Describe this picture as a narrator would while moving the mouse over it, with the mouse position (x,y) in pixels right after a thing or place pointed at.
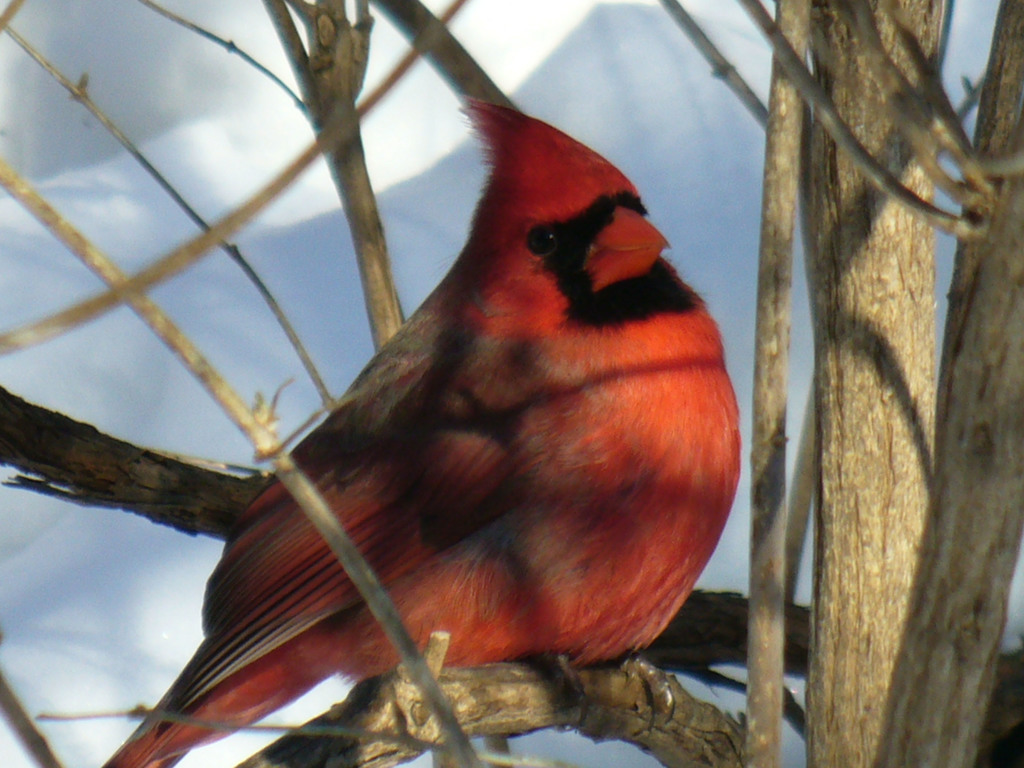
In this image I can see the bird (379,516) which is in red and black color. It is on the branch (543,697) of the tree (524,697). And there is a white background (272,175).
